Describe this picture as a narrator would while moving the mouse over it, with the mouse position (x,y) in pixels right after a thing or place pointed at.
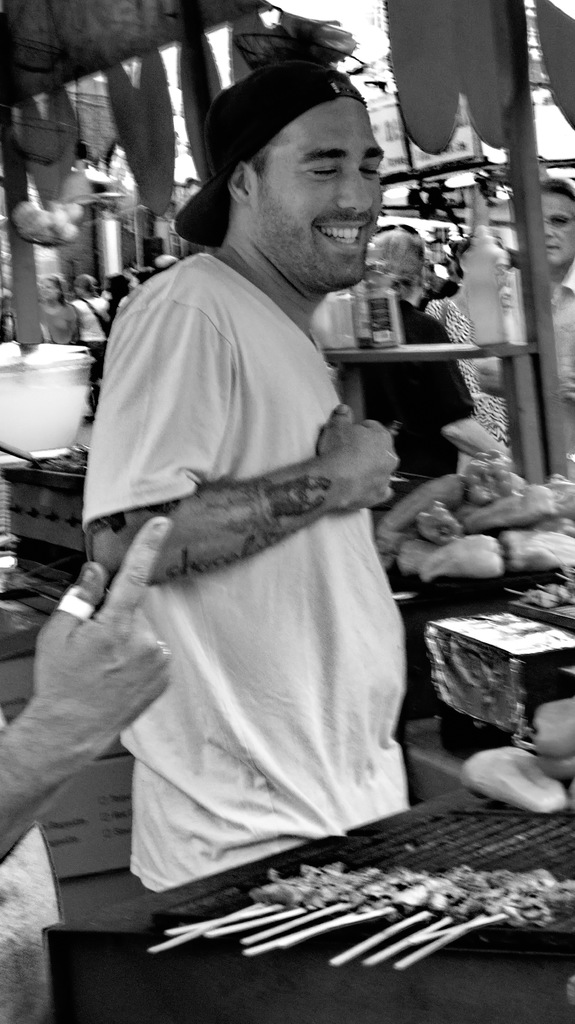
This is a black and white image and here we can see people (150,439) and one of them is wearing a cap (208,240). In the background (424,517), we can see some vegetables (525,553) and we can see food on the grilles (379,859) and there are jars (326,325), bottles (478,301) and some other objects (515,650).
